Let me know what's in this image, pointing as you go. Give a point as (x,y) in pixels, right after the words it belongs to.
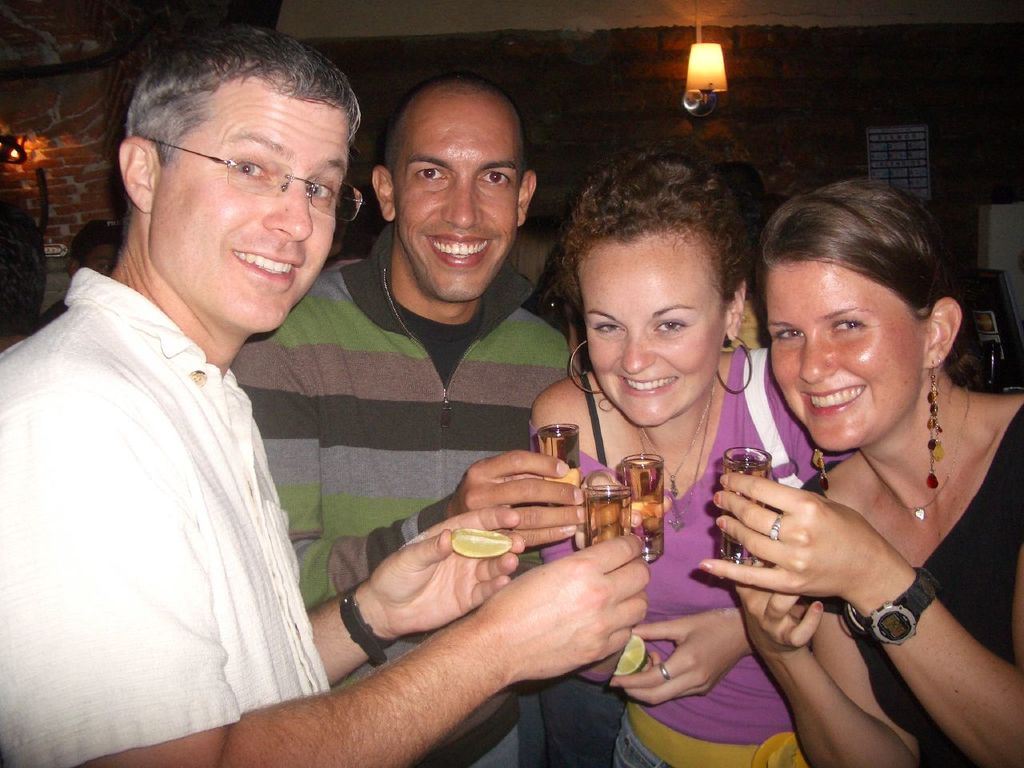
In this image we can see a group of people (370,460) standing holding the glasses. In that a man (483,576) and a woman (593,249) are holding the lemon slices (626,652). On the backside (547,131) we can see a lamp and a board (912,139) on a wall (862,128).
